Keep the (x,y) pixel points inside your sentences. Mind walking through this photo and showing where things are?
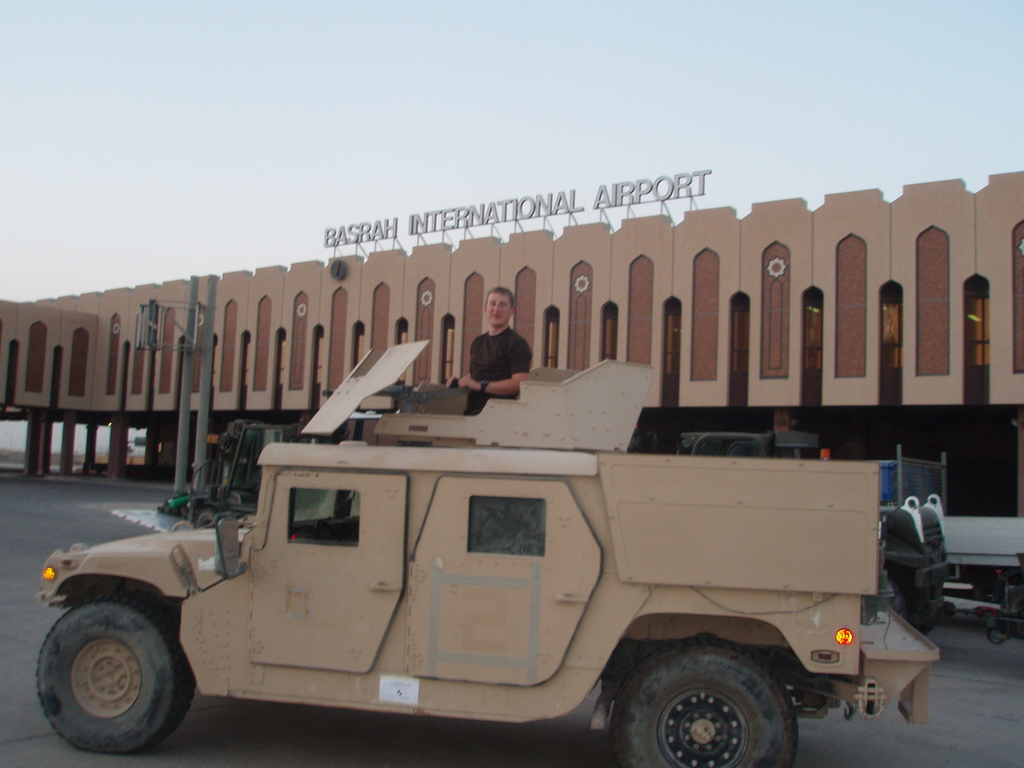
In this image we can see a vehicle (655,668) and there is a person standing on the vehicle (587,418) and posing for a photo. In the background of the image (564,314) we can see the building (660,222) with some text (669,199) and at the top (508,191) we can see the sky (924,104).
